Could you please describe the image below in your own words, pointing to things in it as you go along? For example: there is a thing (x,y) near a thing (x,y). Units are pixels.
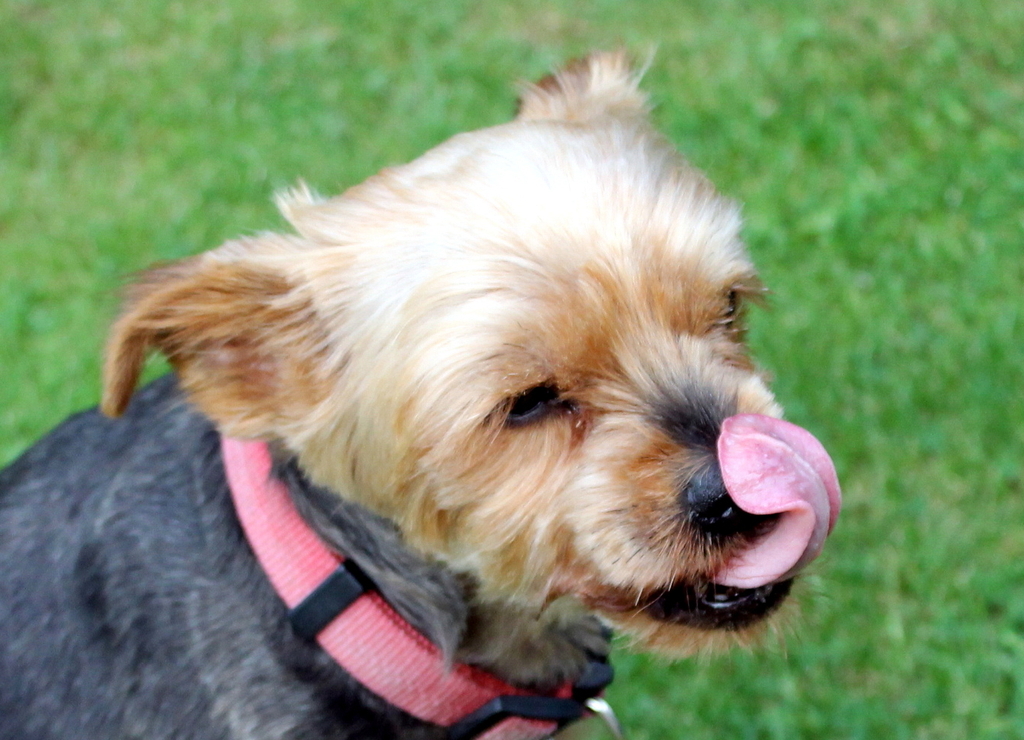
In this image I can see a dog (496,660), there is a belt (248,491) around its neck (394,525) and there is the grass (903,434) in this image.
